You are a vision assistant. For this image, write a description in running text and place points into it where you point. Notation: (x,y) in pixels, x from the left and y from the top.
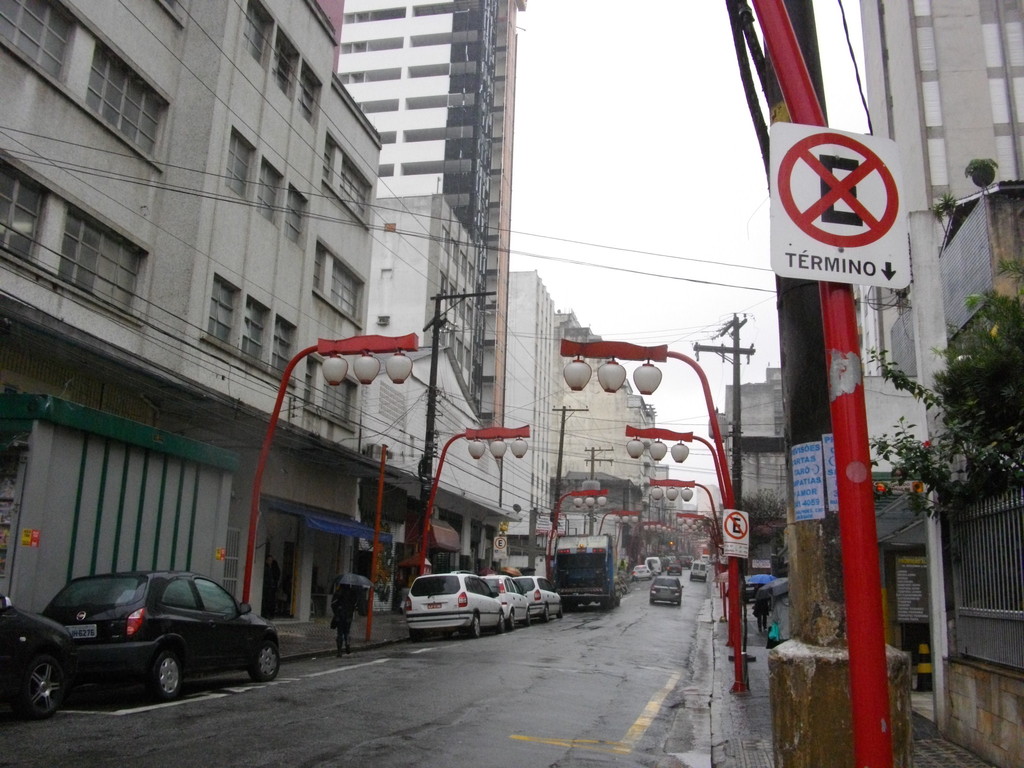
This is an outside view. At the bottom (527,678) there are many vehicles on the road (537,634). On both sides of the road (495,681) I can see the poles (866,572) and buildings (541,383). At the top of the image (586,170) I can see the sky (620,178). On the right side (849,221) a white color board (832,215) is attached to a pole (836,479) and also I can see a railing (969,544) and plants (962,406).
